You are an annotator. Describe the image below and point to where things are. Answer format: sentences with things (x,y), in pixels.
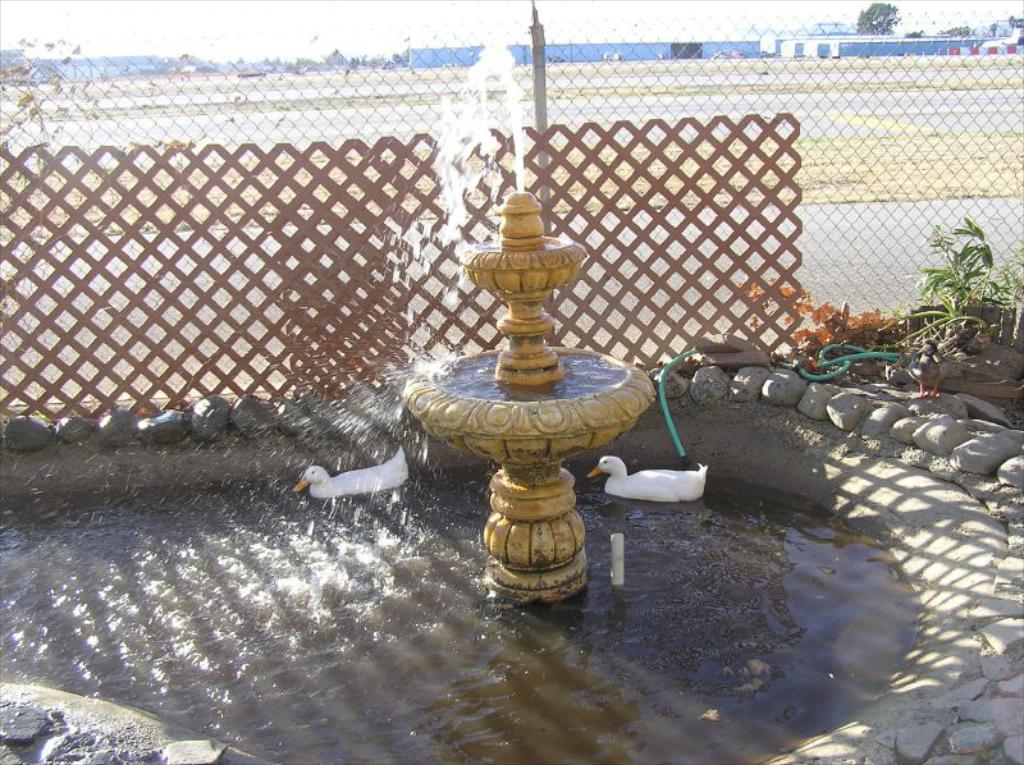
This picture is clicked outside. In the foreground (121,598) we can see the birds (385,484) which seems to be the ducks (358,483) in the water body (558,623) and we can see a fountain (503,402) and the rocks (86,731) and a mesh (214,222). On the right (922,353) we can see a bird (923,380) standing on the rock (950,398) and we can see the plant (986,295) and some objects (865,356). In the background (385,59) we can see the sky (304,9), trees (890,23), houses like objects (625,52), ground (928,70) and some other objects (608,59).
